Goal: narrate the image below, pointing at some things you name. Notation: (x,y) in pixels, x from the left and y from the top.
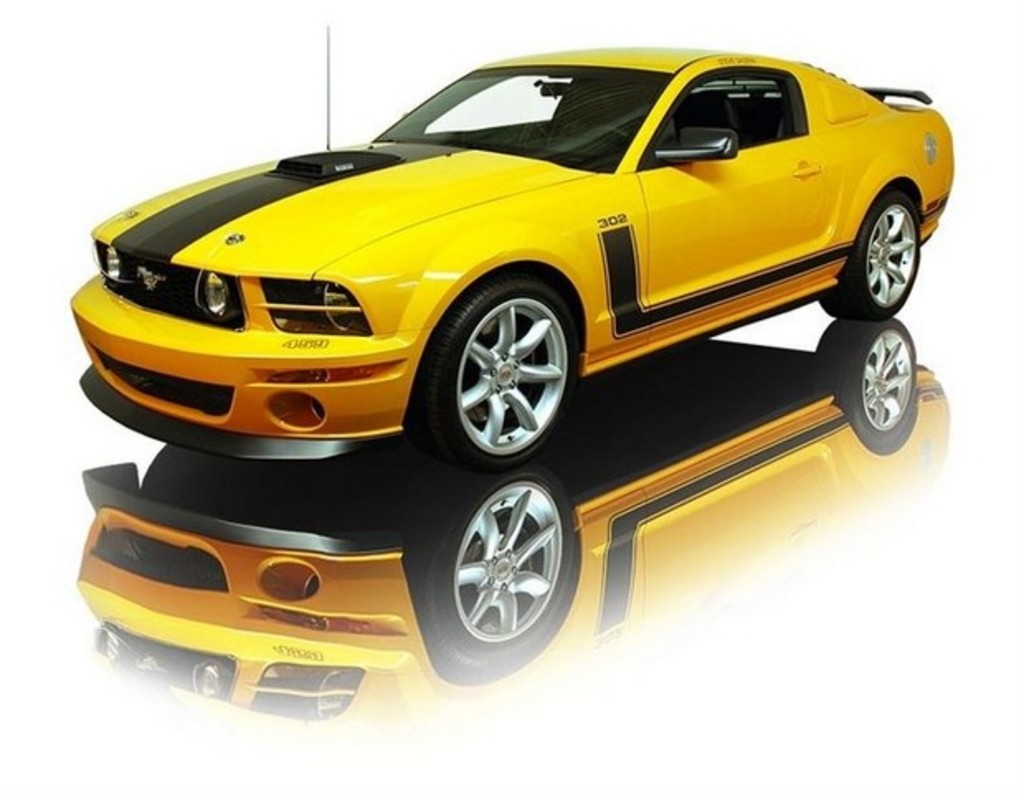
There is one car (491,367) present on the surface (631,407) as we can see in the middle of this image (666,289). We can see the reflection (349,622) of a car (371,580) at the bottom of this image (377,602). There is a background (287,38) in white color.
